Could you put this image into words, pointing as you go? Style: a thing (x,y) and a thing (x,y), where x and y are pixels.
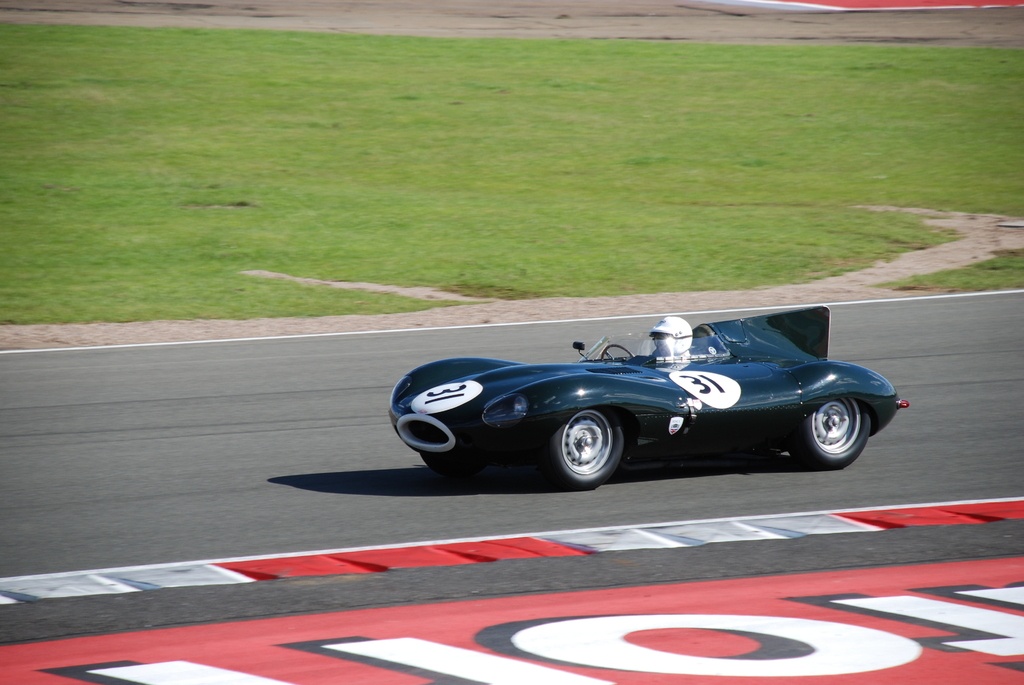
As we can see in the image there is a road (694,321) on which a car (729,403) is there in it a man (675,342) is sitting with a helmet (677,343) and beside it there is a ground (210,176) covered with grass (499,178).
